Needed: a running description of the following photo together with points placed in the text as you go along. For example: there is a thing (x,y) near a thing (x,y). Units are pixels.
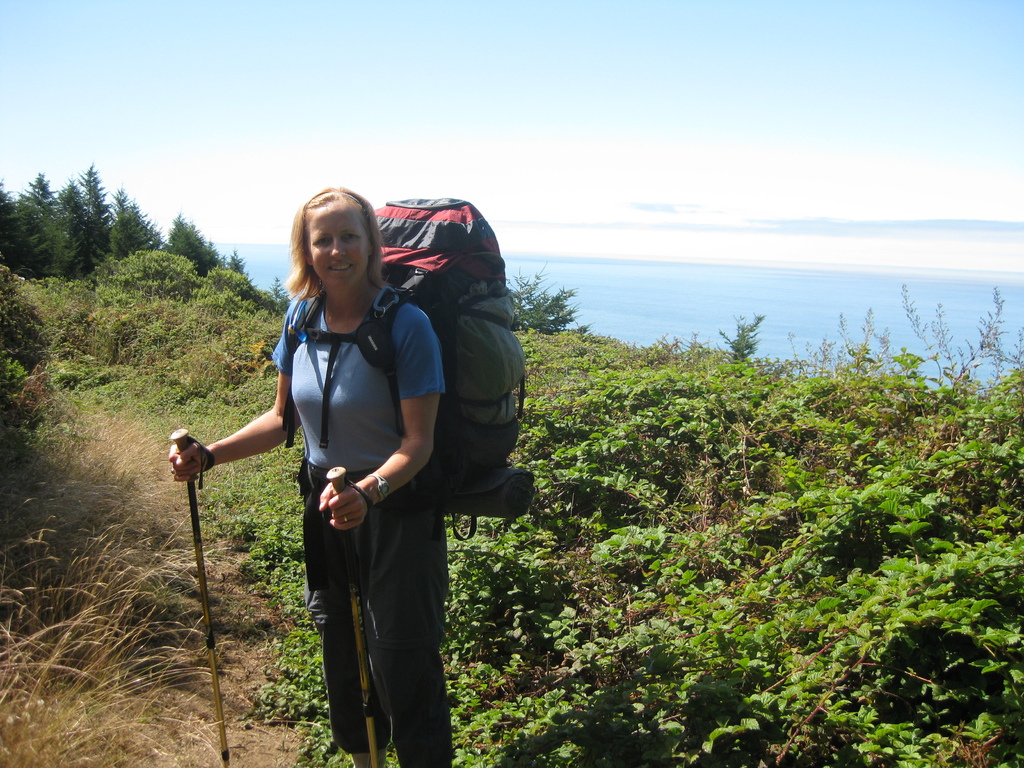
There is a lady (339,436) holding stick (343,489) and wearing watch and a bag (395,277). She is standing. Near to her there are many plants (123,277). In the background (660,278) there is water (698,287) and sky (594,110). Also there are trees (81,261).
